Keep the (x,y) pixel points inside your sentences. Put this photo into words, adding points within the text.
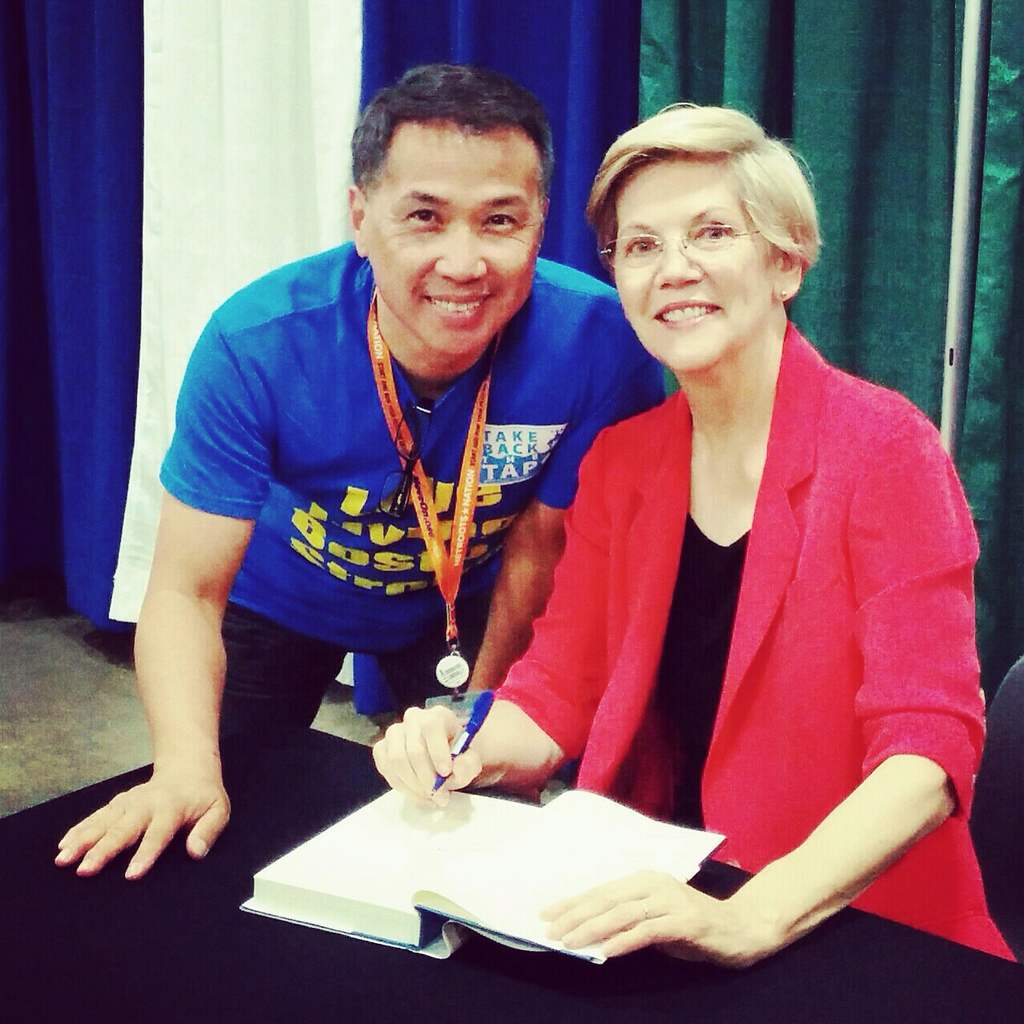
In this image we can see a man (272,523) standing on the floor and a woman (636,497) is sitting on the chair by holding a book (564,882) and pen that are placed on the table (700,962).
